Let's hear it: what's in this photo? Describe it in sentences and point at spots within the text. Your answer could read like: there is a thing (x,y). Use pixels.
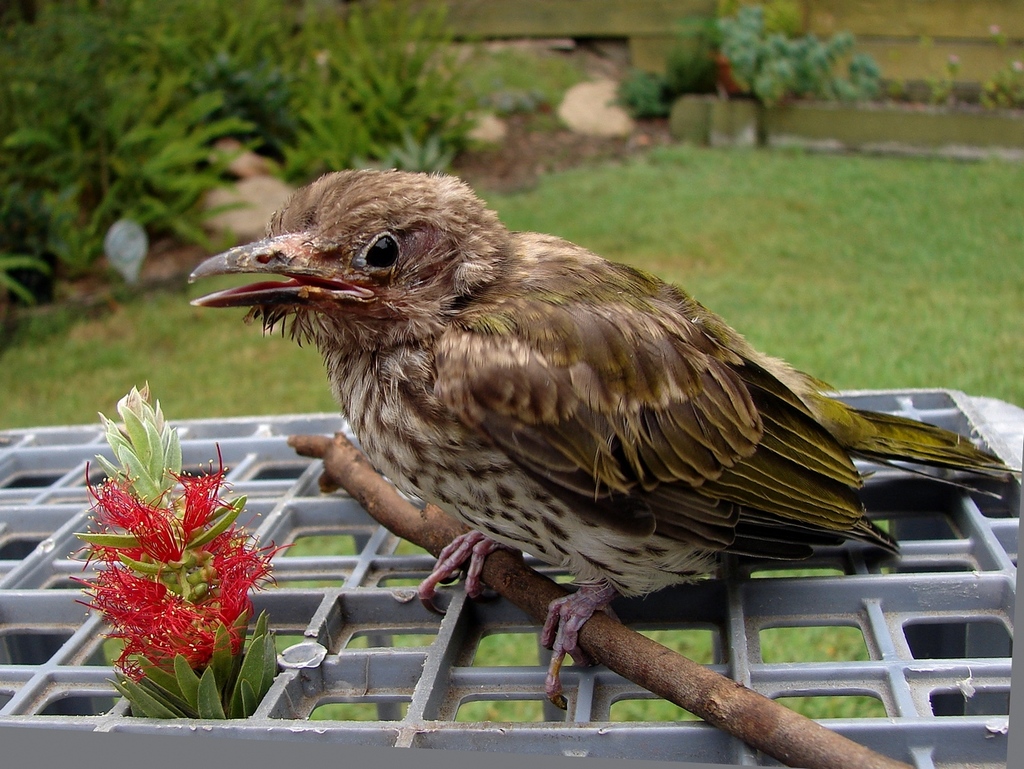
In this image there is a bird (568,421) on a stem (500,589). The stem (595,637) is on a mesh (886,642). In front of the bird (428,407) there is a plant (203,595). Behind it there's grass (815,237) on the ground (149,353). At the top (103,139) there are plants (379,86) and stones (245,209) on the ground (525,119).
